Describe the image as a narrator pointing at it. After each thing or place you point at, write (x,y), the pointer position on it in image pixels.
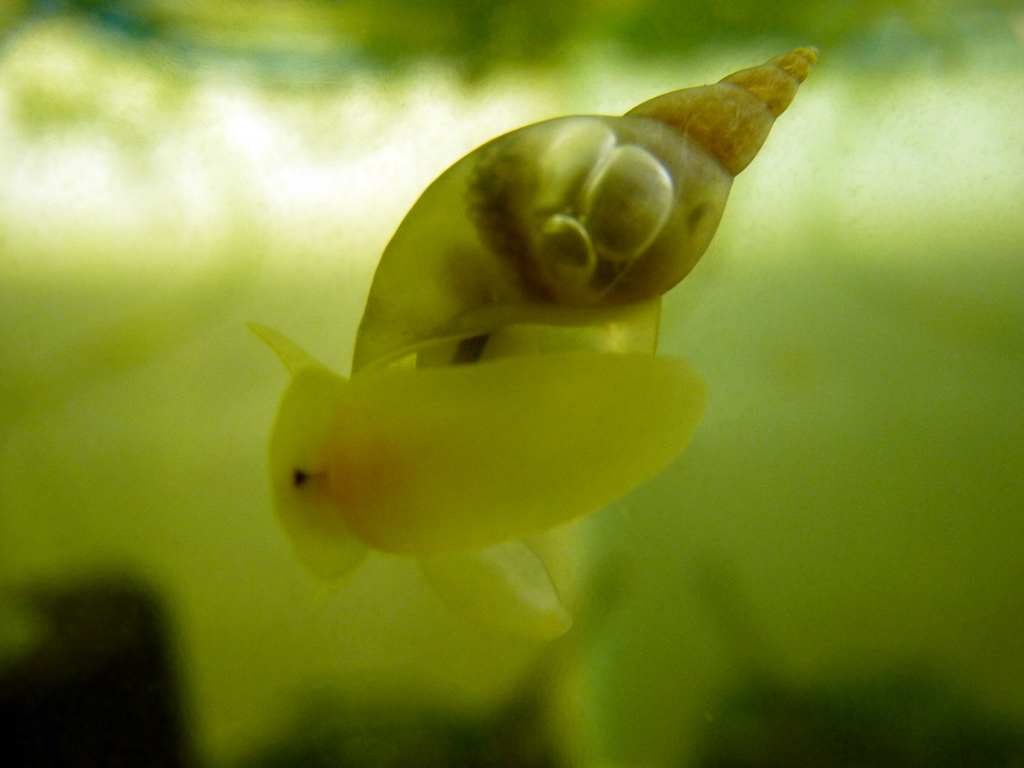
In this picture I can see snail (464,290) in the water (396,622) and I can see blurry background (519,55).
